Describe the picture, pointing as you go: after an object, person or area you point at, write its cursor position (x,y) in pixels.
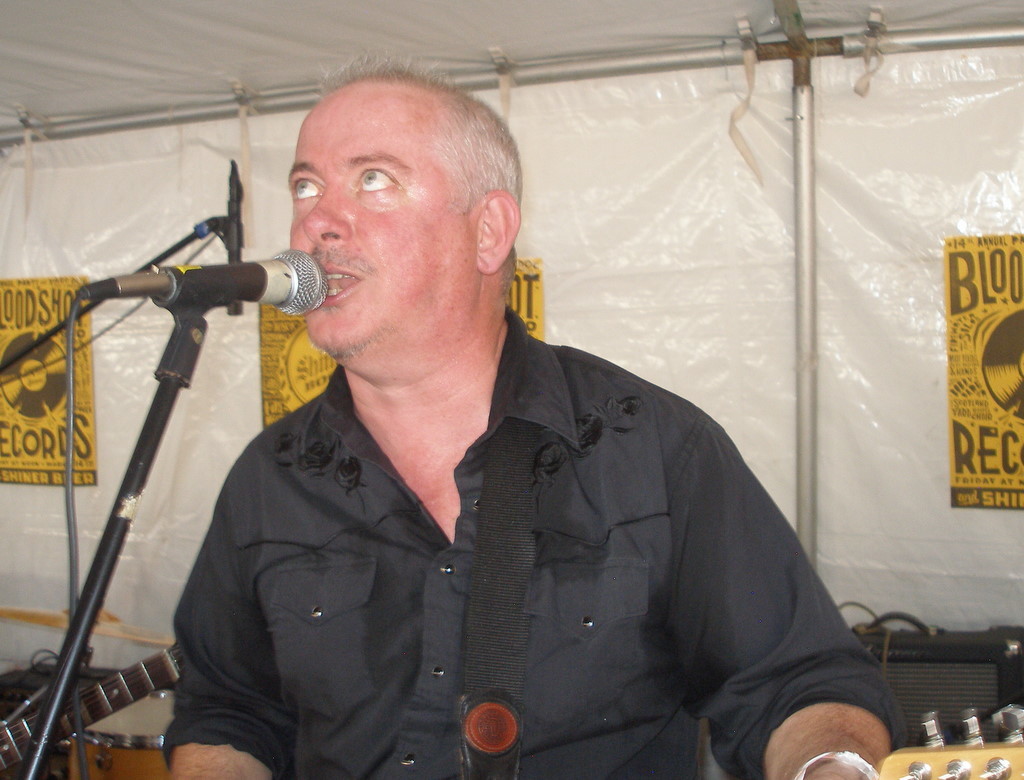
In the image we can see a man (572,582) wearing black clothes (463,644) and he is talking. In front of him there is a microphone (293,300) and these are the cable wires (75,538). We can see there are even musical instruments (105,717), posters (965,380) and a pole tent (715,210).
